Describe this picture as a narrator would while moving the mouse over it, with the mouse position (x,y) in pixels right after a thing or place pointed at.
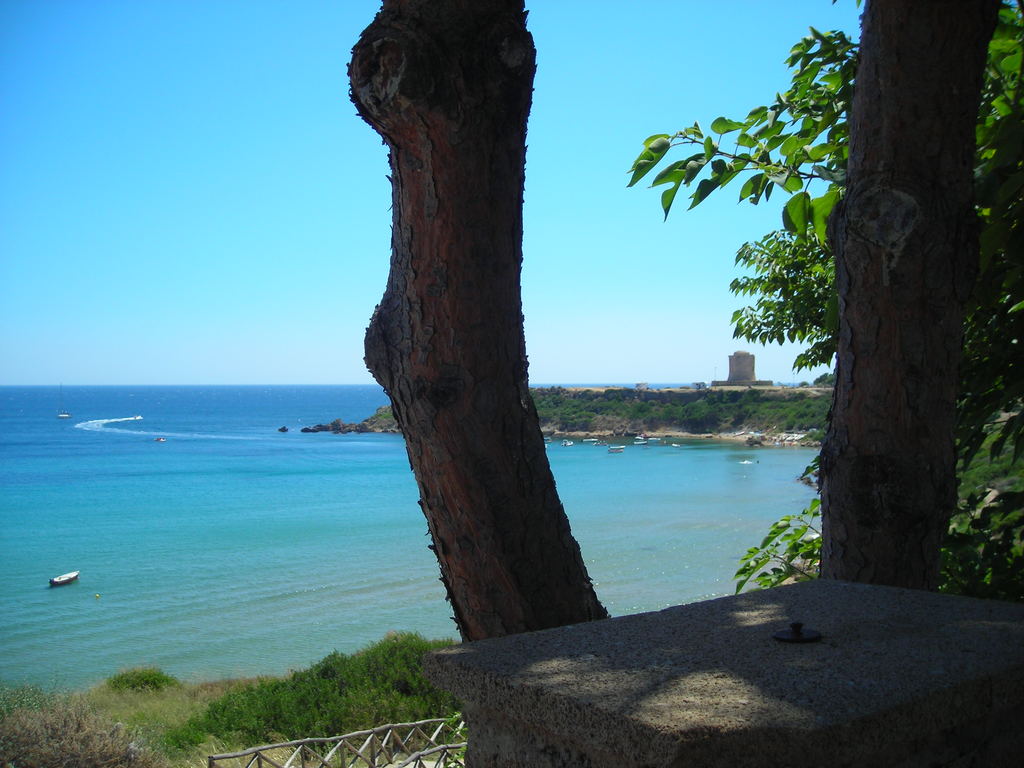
In this picture there are tree trunks (949,103) in the foreground area of the image (428,487) and there are boats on the water (346,510) in the background area of the image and there is greenery (787,397) in the image.
